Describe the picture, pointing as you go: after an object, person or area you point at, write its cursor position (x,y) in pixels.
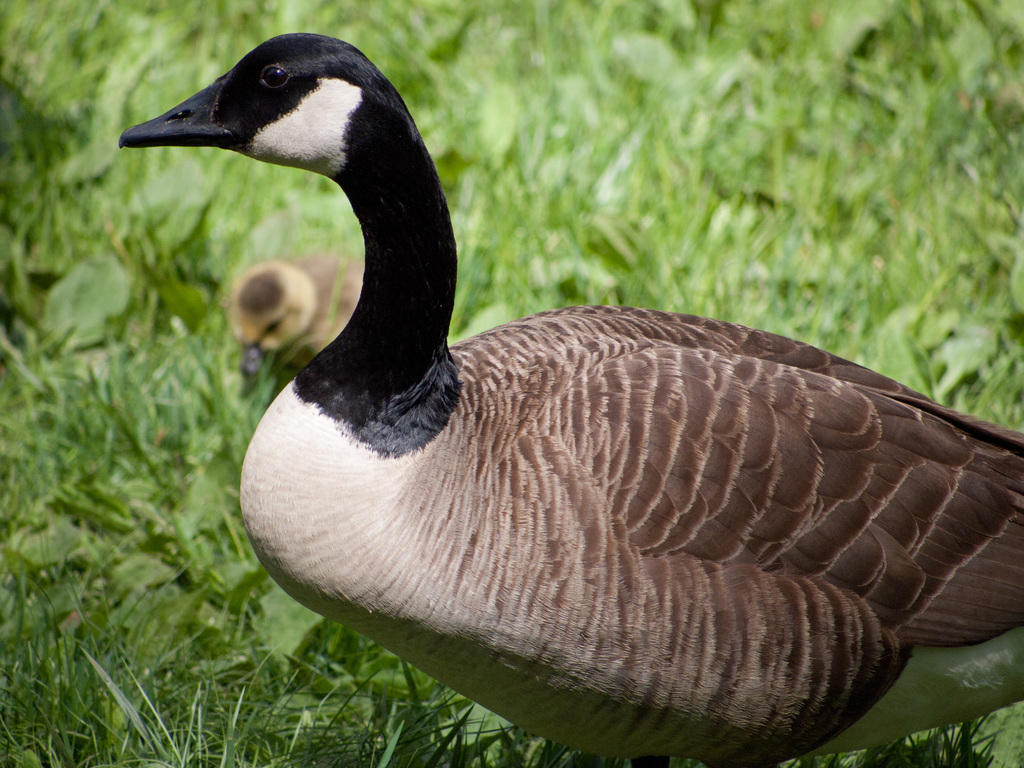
In this image we can see a goose (335,349) and a gosling (243,346) on the grass (675,117).
